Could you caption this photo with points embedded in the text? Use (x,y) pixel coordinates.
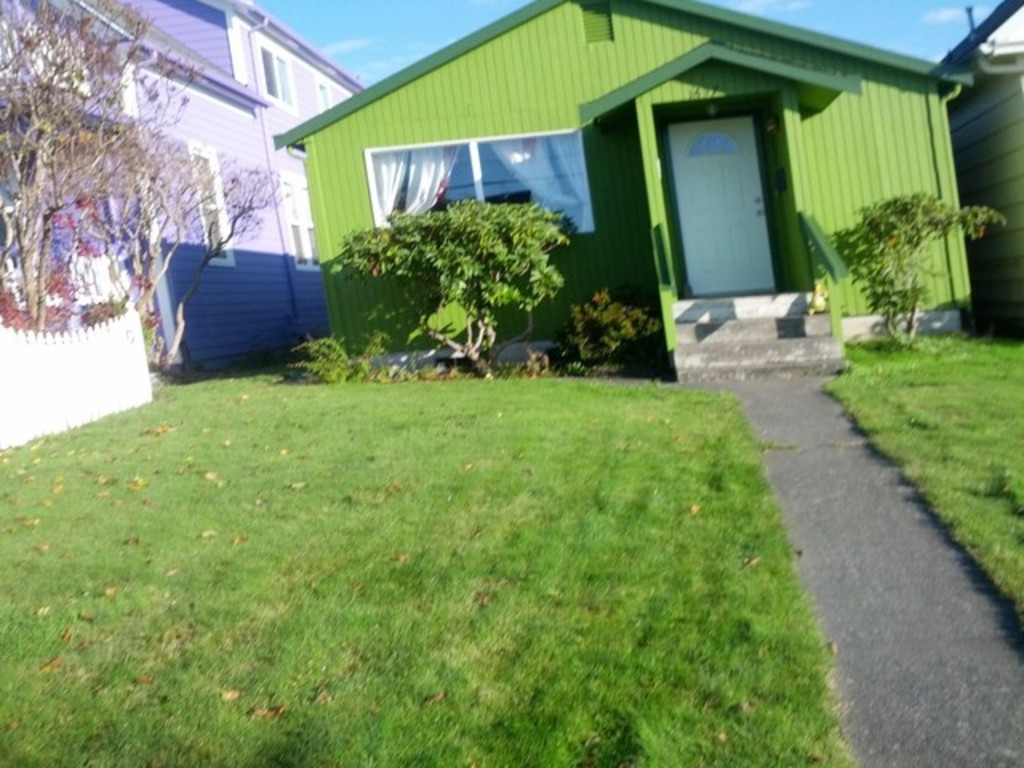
In this picture we can see some houses (356,215), around we can see some grass (340,472) and trees (164,357).
